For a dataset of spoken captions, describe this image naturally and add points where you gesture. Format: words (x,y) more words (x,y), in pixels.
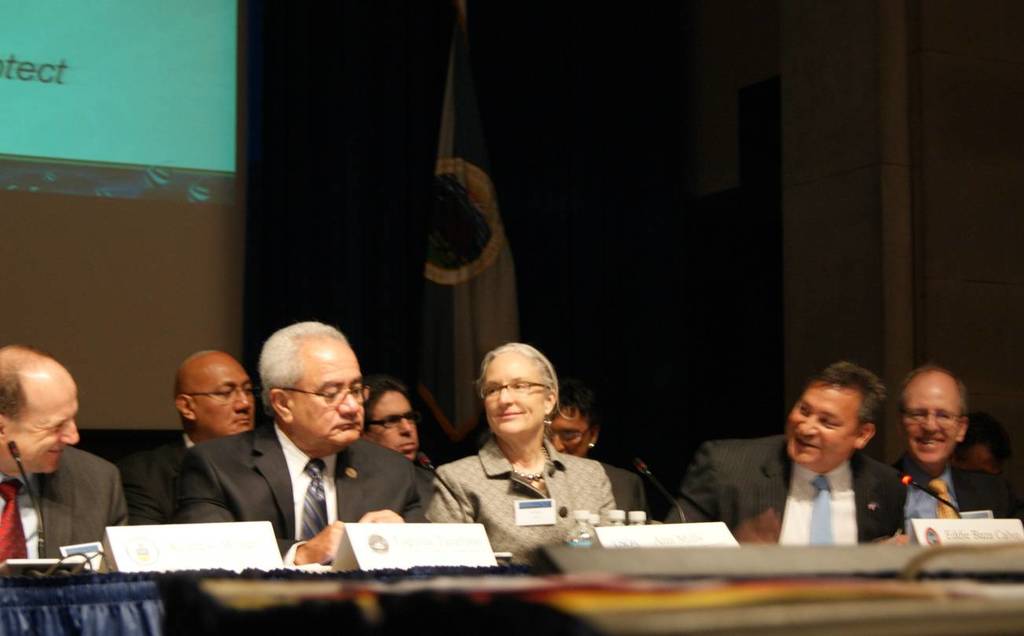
In this picture there are people (519,455) those who are sitting in the center of the image (406,414) in front of a desk (692,576) and there is a flag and a screen (108,95) in the background area of the image (485,331).
